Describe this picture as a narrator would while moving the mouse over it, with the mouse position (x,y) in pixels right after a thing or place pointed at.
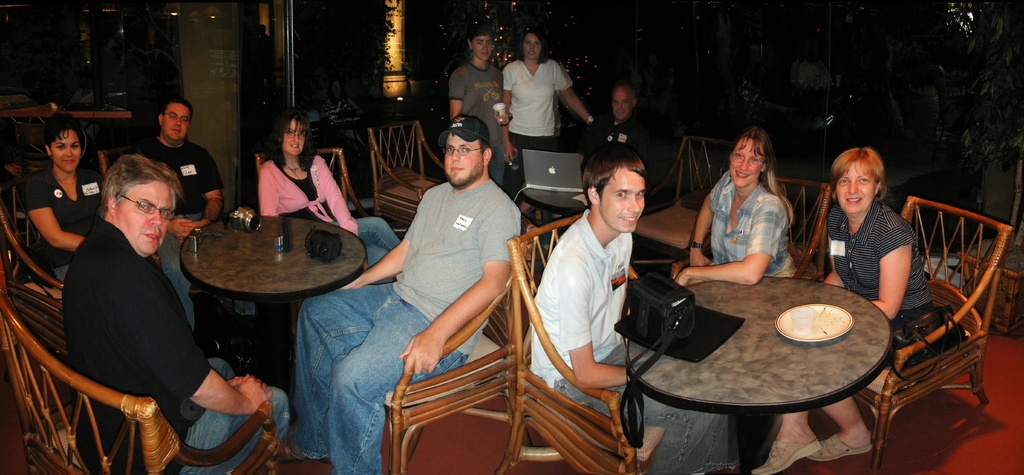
In this picture, There are some tables (767,362) which are in black color and on that table (269,262) there are some objects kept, There are some people (417,356) sitting on the chairs (515,448) which are in yellow color, In the background (524,111) there are some people (513,110) standing and there is a laptop (535,171) which is in ash color.
